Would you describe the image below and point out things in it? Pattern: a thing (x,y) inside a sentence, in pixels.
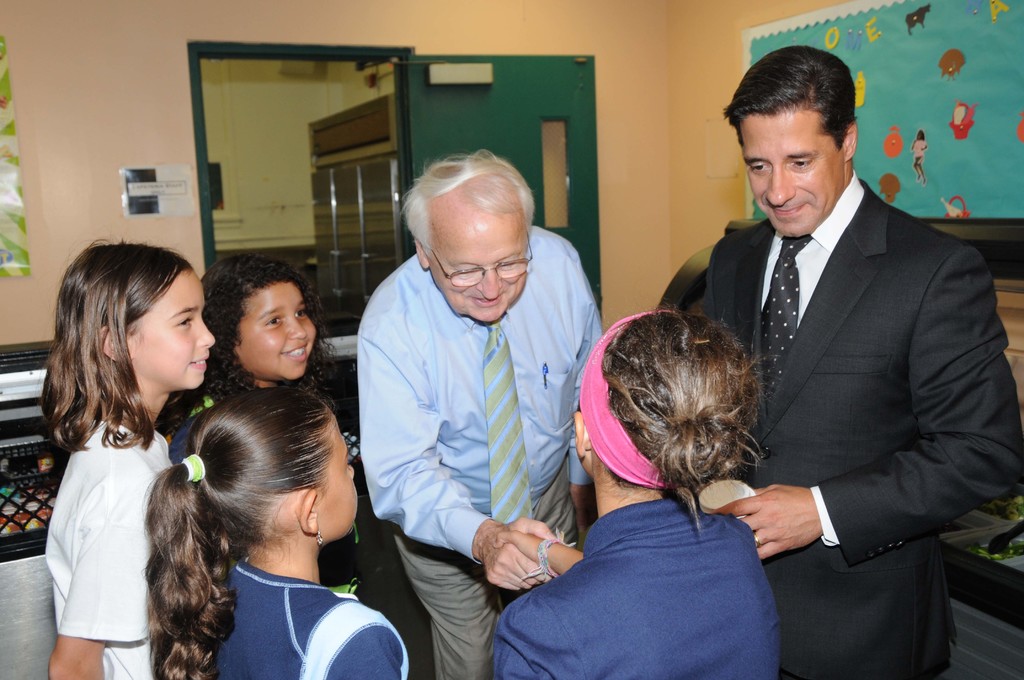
This picture describes about group of people (317,433), in the middle of the image (497,340) we can see a man (490,333), he wore spectacles (463,282), in the background (420,82) we can see a door (502,119).
